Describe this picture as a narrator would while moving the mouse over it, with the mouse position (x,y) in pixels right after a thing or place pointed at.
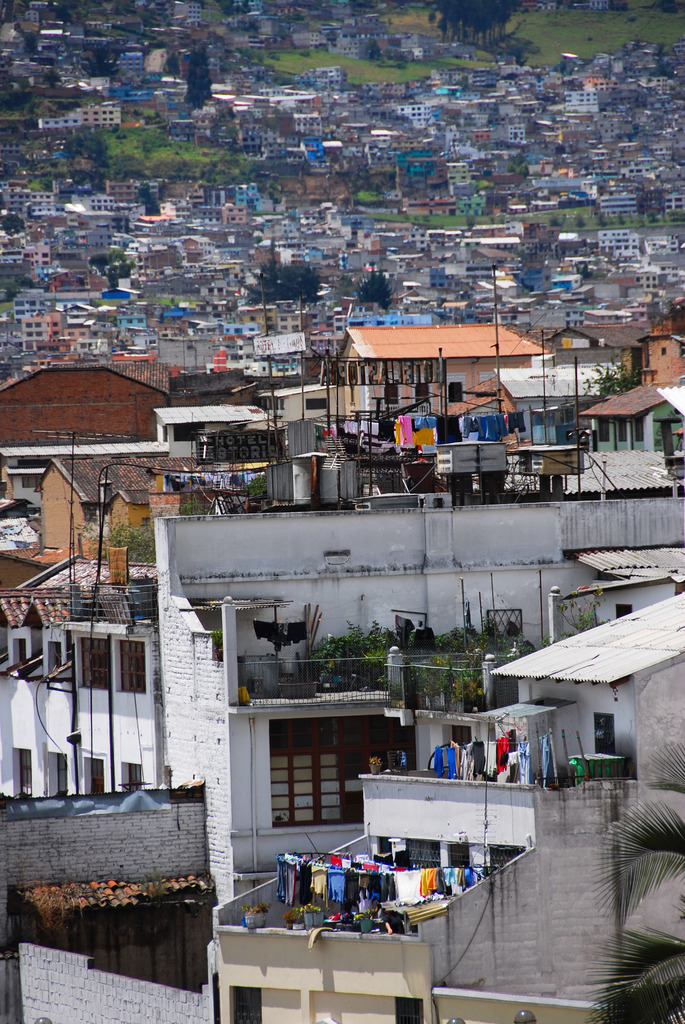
In this picture we can see there are buildings (145,484), trees (62,176) and grass (280,54). At the bottom of the image (319,874), there are clothes (312,882) hanging to the ropes (373,866) and there are plants (244,910) on top of a building (329,707).
